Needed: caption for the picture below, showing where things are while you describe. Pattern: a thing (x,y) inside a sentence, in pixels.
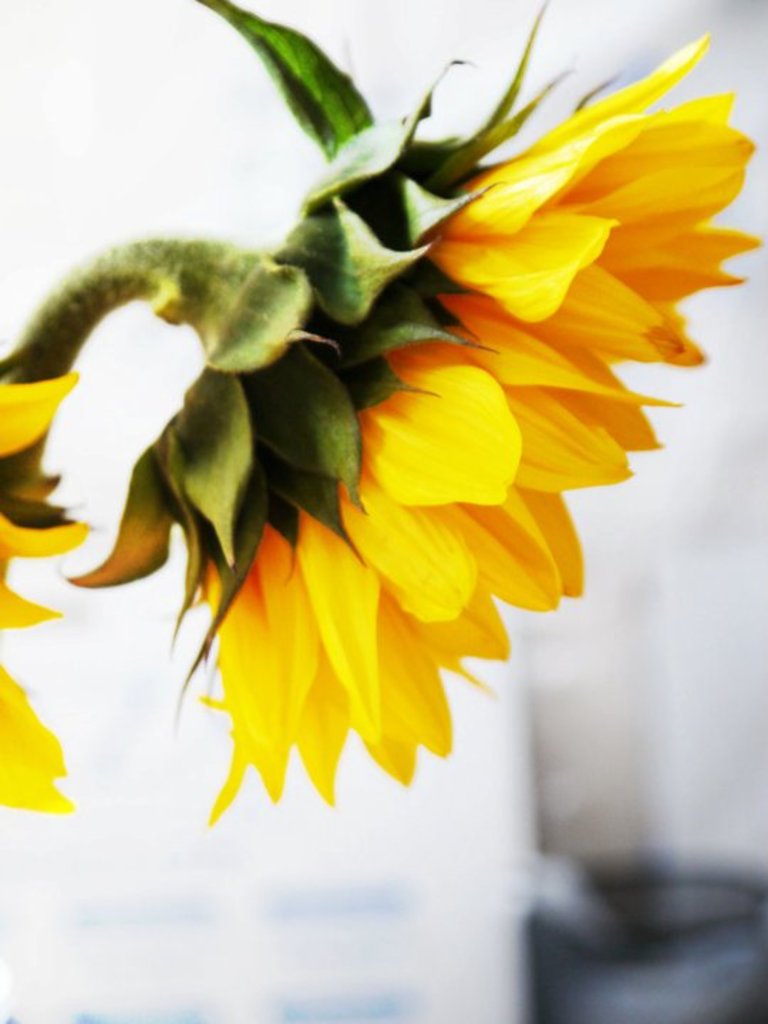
In this image we can see two flowers (323,240). There are few objects (557,749) behind the flower (386,540).
